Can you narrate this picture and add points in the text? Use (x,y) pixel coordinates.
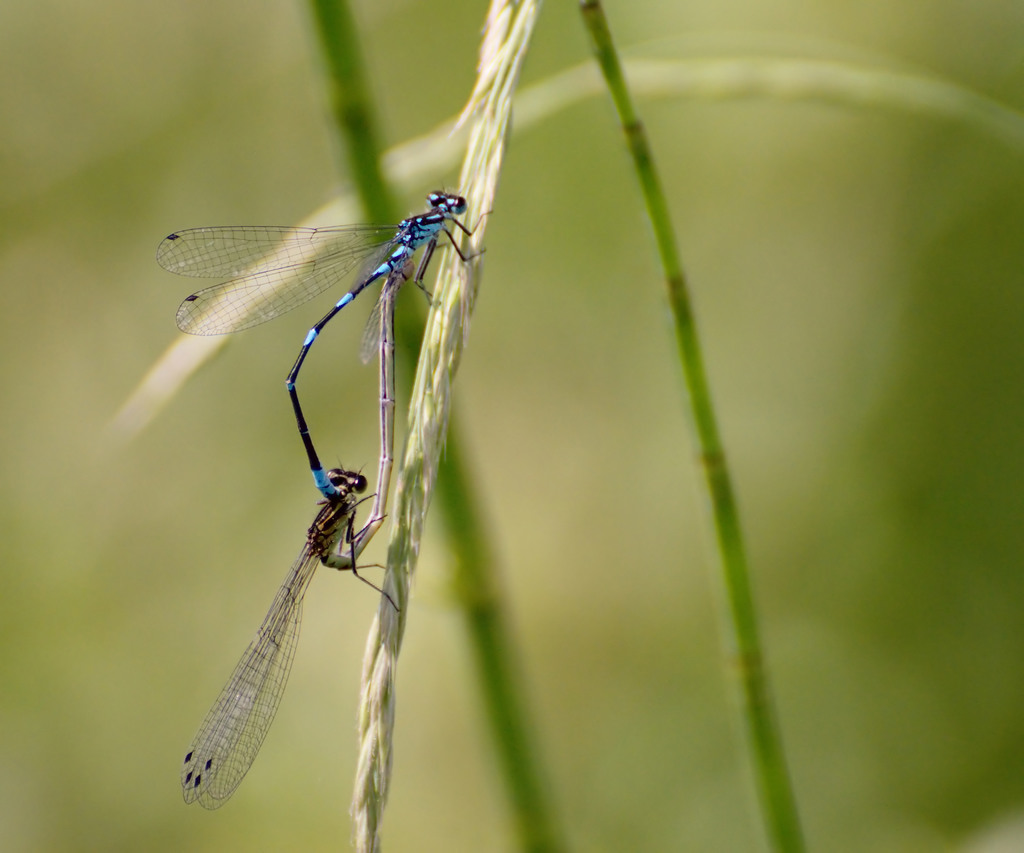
In this picture I can see couple of Dragonflies (307,433) on the plant (479,77) and they are blue and black in color.
